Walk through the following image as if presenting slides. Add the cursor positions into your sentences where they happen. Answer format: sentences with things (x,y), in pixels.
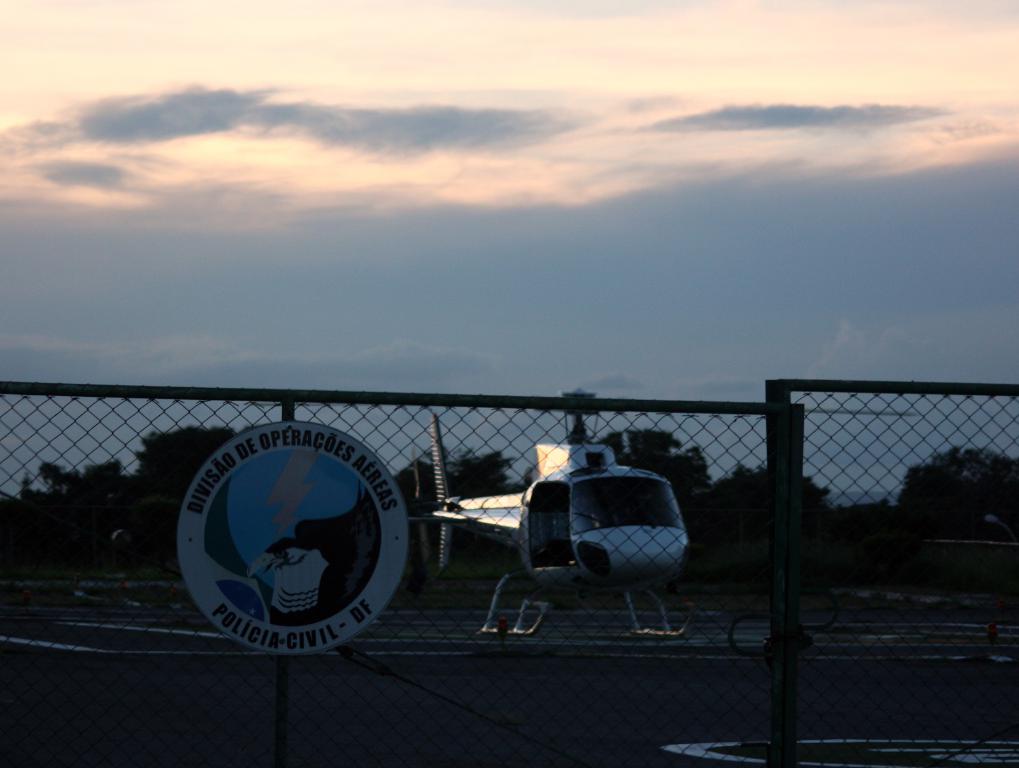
There is a fencing (474,401) and behind of fencing (569,502) there is a helicopter (565,553) landing on the helipad (438,614) and around ground (457,666) there are a lot of trees (1002,513), in the background (451,185) there is a sky (451,185).
